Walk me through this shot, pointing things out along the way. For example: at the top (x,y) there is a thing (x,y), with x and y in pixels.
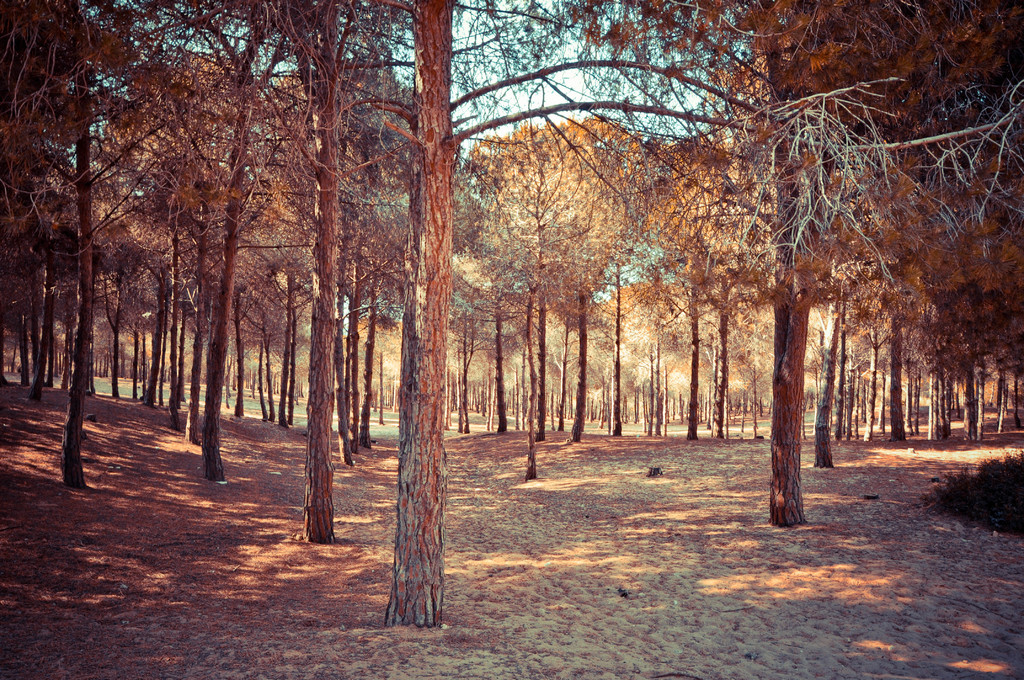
In the center of the image (553,364) there are trees (576,370). At the bottom of the image (505,648) there is ground (137,659).
